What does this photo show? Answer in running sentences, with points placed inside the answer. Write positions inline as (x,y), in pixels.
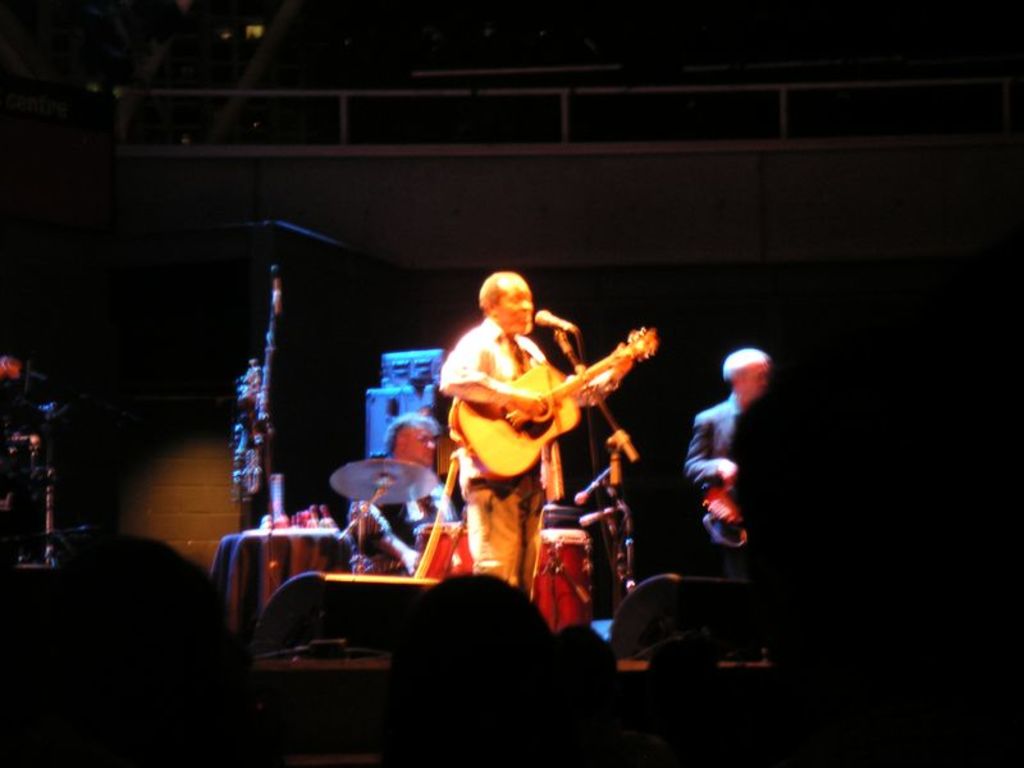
In this image I can see one person (493,400) is playing the guitar (488,438) on the stage (262,667). On the bottom of the image (398,709) there are some more people (513,708). On the stage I can see one person (391,514), he's playing the drums (372,527).
